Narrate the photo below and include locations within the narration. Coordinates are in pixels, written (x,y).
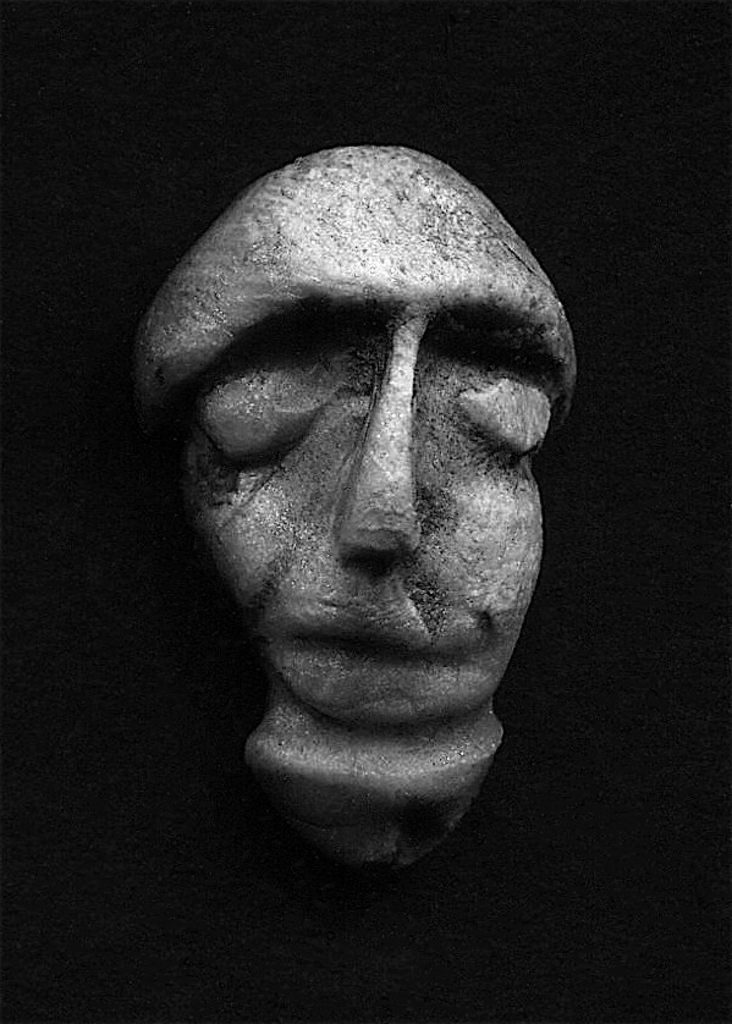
In this image in the center (353,610) there is one sculpture (349,430), and there is a black background (538,965).
